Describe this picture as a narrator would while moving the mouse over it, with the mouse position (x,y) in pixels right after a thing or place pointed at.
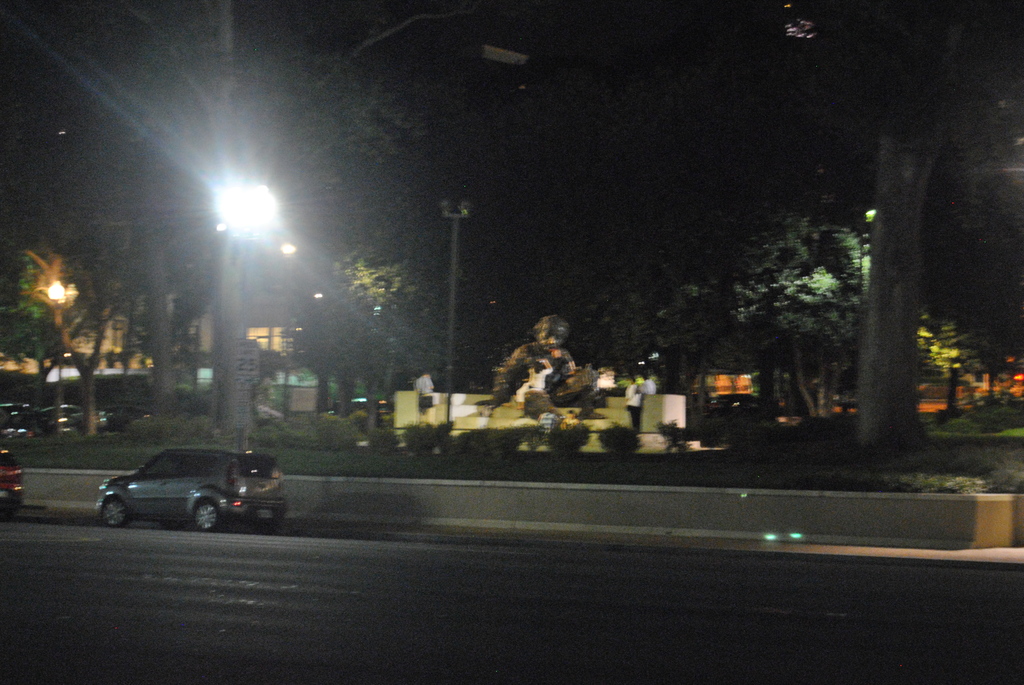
In the picture I can see two vehicles (117,502) on the road (77,540) in the left corner (192,492) and there is a statue (565,380) which has few persons (533,383) beside and in front of it and there are few trees (354,263), lights (452,279), buildings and vehicles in the background (346,317).
